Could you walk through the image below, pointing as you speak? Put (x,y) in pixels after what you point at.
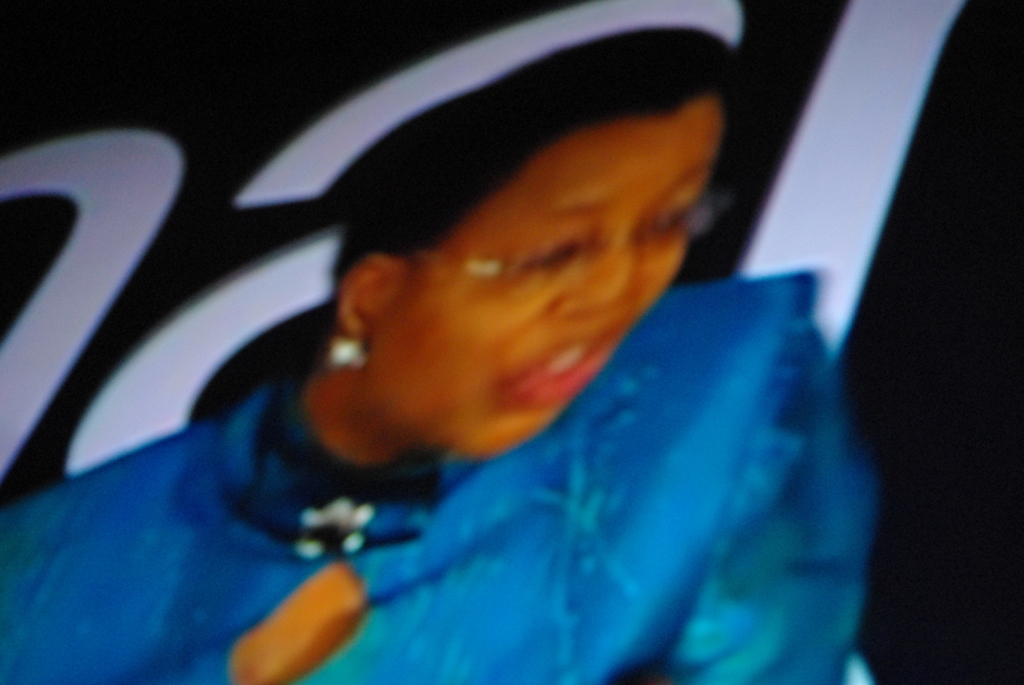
In this image there is a person (496,337), there is text (202,308), the background of the image (253,83) is dark.
